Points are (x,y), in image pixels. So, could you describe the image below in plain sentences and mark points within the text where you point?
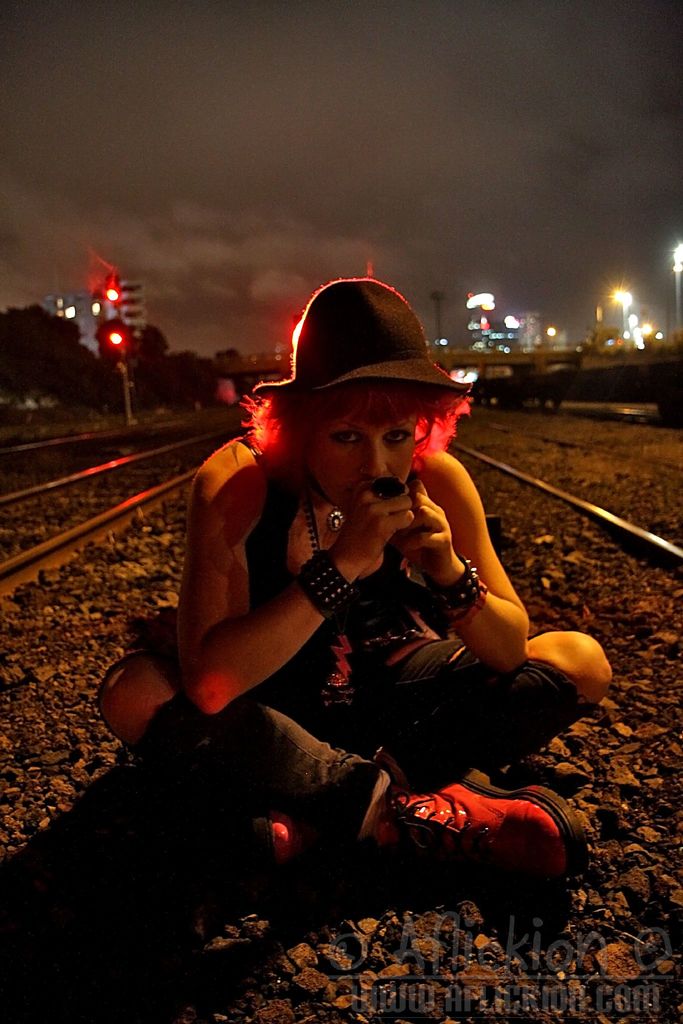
In the center of the picture (234,514) there is a woman (475,544) sitting beside a railway track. On the left (82,464) there are railway track (76,537), stones (91,501), signal light (118,326), trees (82,371) and building (105,306). On the right (598,458) there are railway (588,505), building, lights (634,319) and other objects (553,381). In the center of the background (257,365) there is a bridge (483,363). At the bottom (473,983) there is text (403,944) and there are stones (27,784).
